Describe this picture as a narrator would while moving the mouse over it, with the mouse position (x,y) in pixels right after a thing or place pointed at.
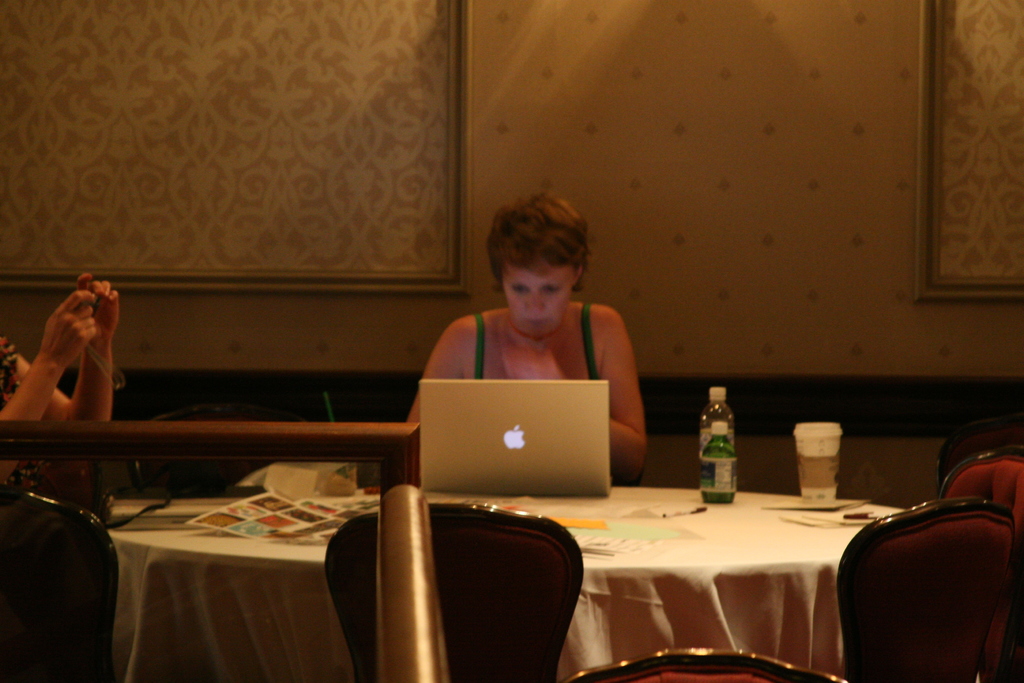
Here is a woman (554,328) sitting. This is a table (692,567) covered with cloth (712,575). These are the empty chairs (894,577). Here is a laptop (552,438), bottle (720,494), tumbler (827,451) and some papers (255,538) on the table (230,549). At left side (32,372) I can see person's hands (30,386).
